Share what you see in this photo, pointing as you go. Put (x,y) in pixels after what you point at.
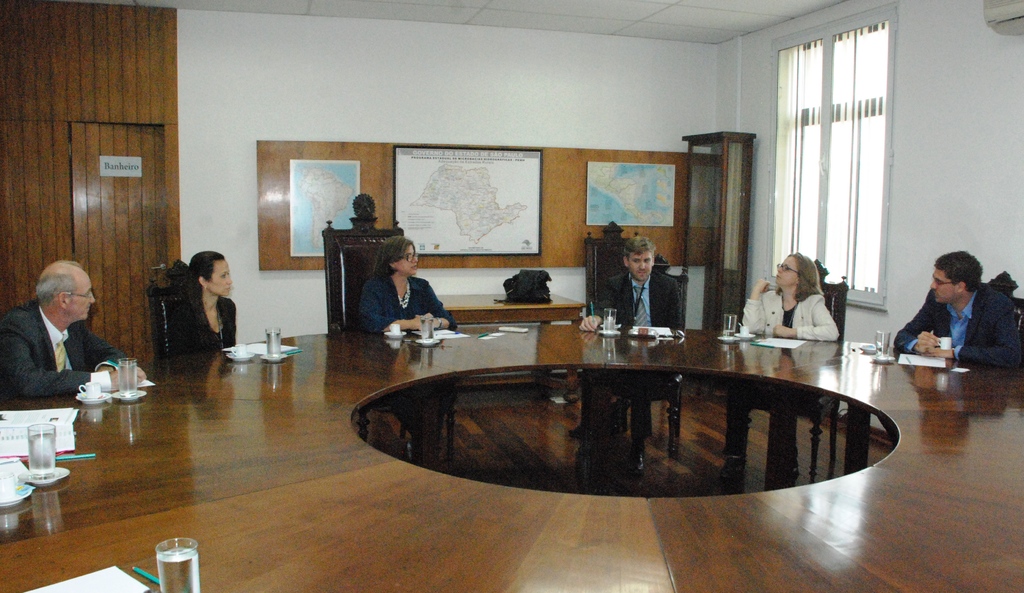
In this image we can see three women (388,302) and three men (638,310) sitting on the chairs (360,276) in front of the round table (867,394) and on the table (308,476) we can see the papers (61,411), pens (75,458), water glasses (159,556) and also cups (15,479) and saucers (734,339). In the background (138,166) we can see the map boards (442,179), wooden door (159,188) with name board (120,167). We can also see the window (872,92), air conditioner (1012,35) and wall (553,139). At the top (590,21) there is ceiling (689,19) and we can see the floor (538,443).
